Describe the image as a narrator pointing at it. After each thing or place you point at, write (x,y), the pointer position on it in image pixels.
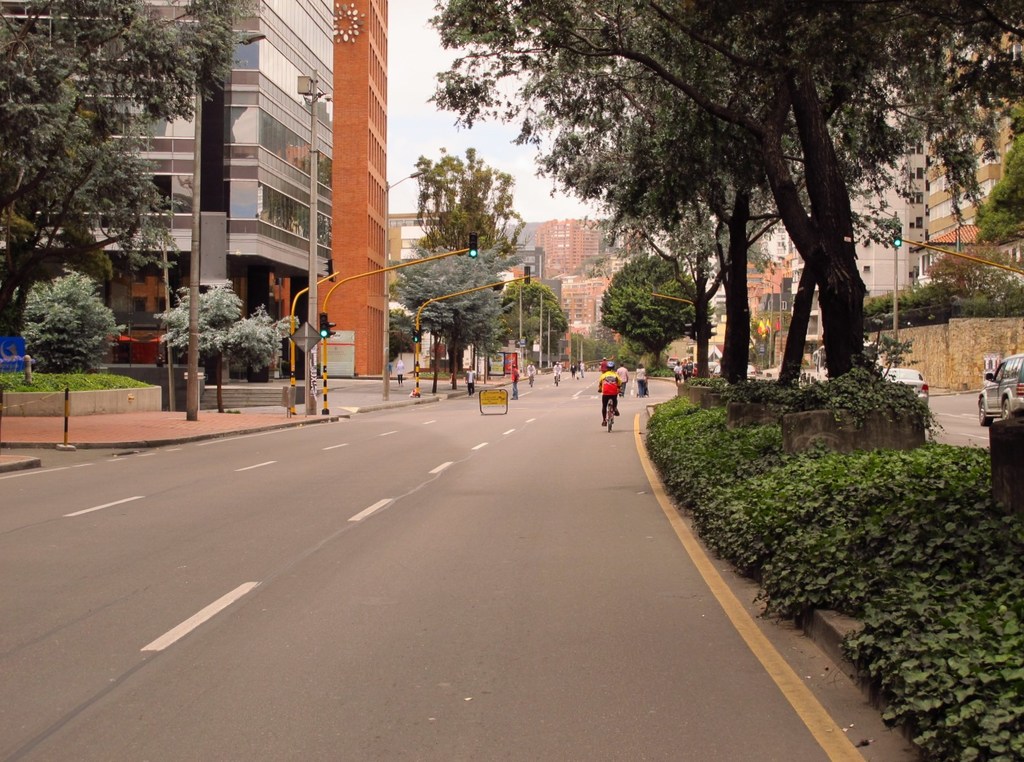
In this image there is a person (603,398) riding the bicycle (608,429) on the road (598,461). Few people (625,383) are on the road (515,425). Right side (977,419) few vehicles (987,402) are on the road (951,425). There are few plants (851,531) and trees (665,188) are on the pavement (14,426). Left side (326,351) there are few poles (417,322) having traffic lights (322,316) attached to it. Few street lights (307,410) are on the pavement (59,427). Background (670,336) there are few trees (472,318) and buildings (903,250). Top of the image (410,80) there is sky (412,75).
